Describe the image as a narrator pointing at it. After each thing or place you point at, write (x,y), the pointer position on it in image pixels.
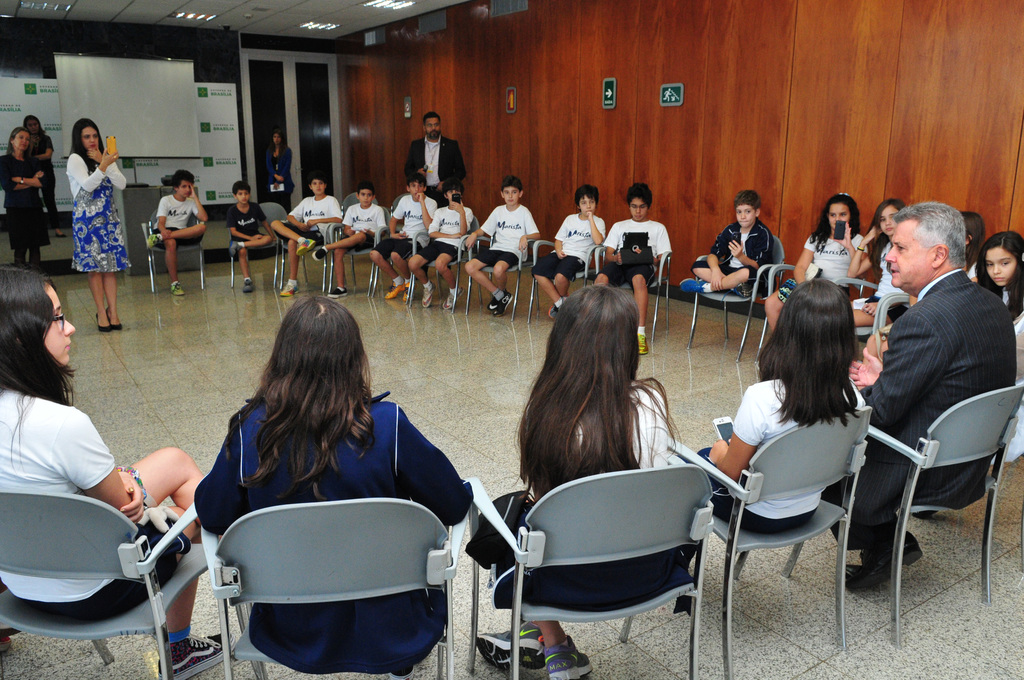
There are so many people (291,232) sitting in a row in chairs (813,458) and there is a lady (106,157) capturing from phone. and there is a man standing behind the boys (161,202) and there is a screen (147,129).
